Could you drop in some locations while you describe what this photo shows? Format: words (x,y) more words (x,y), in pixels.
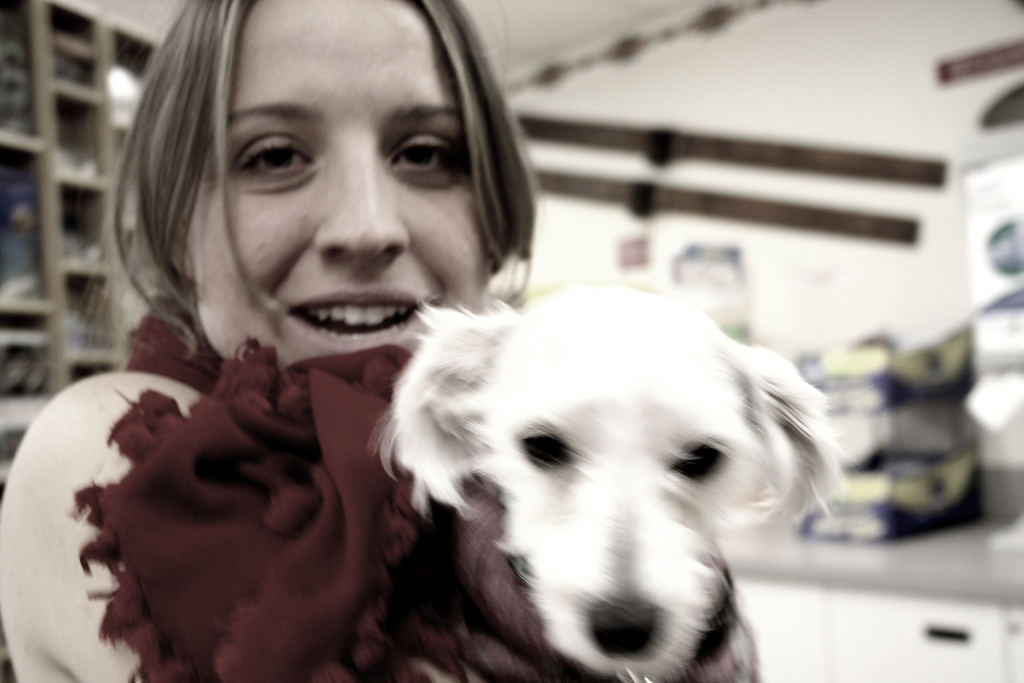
In this picture we can see woman (249,77) smiling holding dog (563,472) and in background (105,275) we can see racks (80,171), wall (713,172) and it is blurry.
